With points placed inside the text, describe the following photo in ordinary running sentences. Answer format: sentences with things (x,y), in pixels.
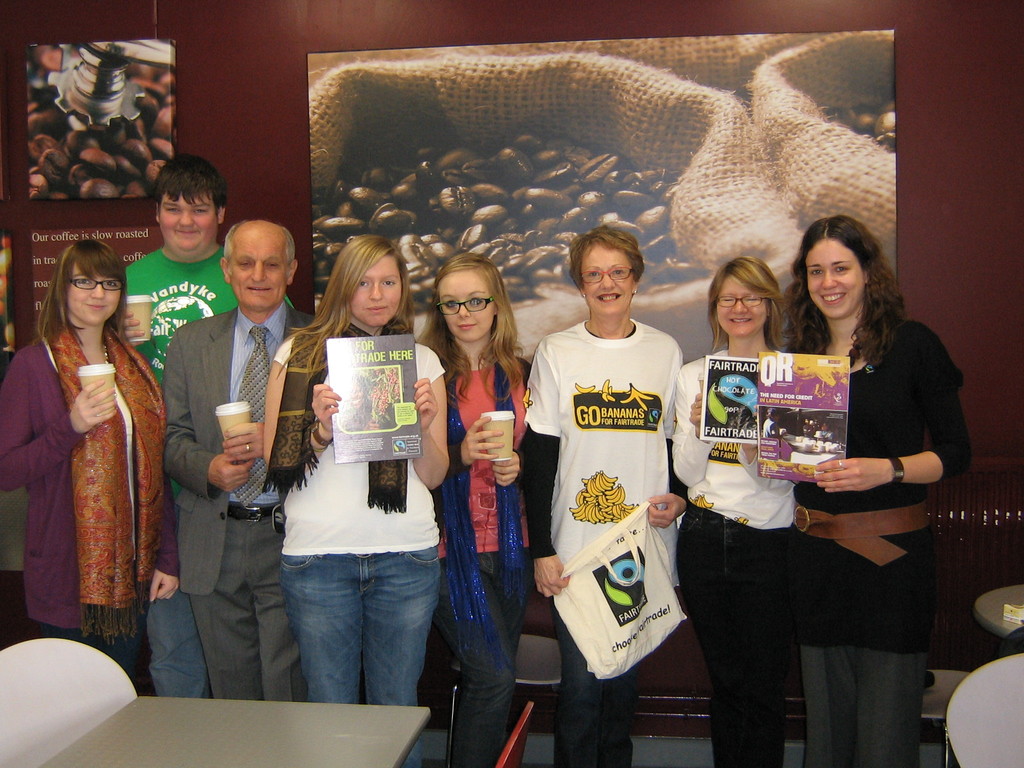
In this image we can see four persons (248,400) standing and holding the paper cups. We can also see three women (676,440) standing and smiling and also holding the books (787,419). We can also see a woman (634,498) holding the bag (632,556) and smiling. Image also consists of tables (163,732). In the background (601,214) we can see the coffee beans poster (491,152) attached to the plain wall (899,107). We can also see the text papers (77,241) attached to the wall (61,209).
